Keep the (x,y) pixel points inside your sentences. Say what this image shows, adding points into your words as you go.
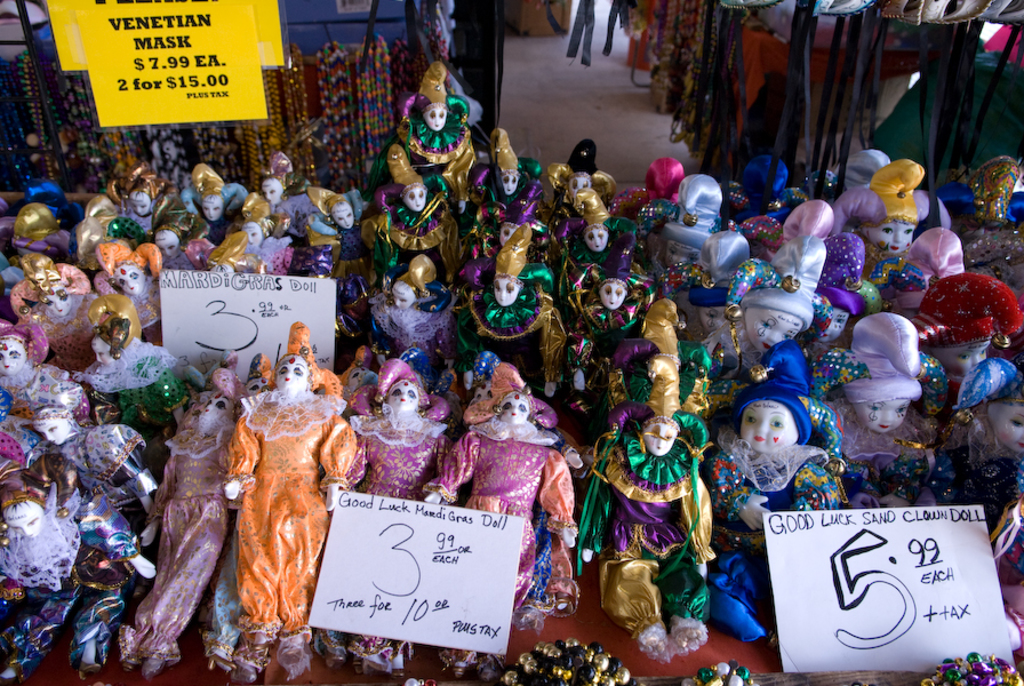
This picture seems to be clicked inside the hall (599,115). In the foreground (91,402) we can see the group of soft toys (592,405) wearing different colors of clothes (541,438) and we can see the papers (260,306) on which we can see the text (271,314) and numbers (831,557). In the background (428,52) we can see there are some objects (696,57) hanging and we can see the ground (610,83) and some other objects (468,75).
